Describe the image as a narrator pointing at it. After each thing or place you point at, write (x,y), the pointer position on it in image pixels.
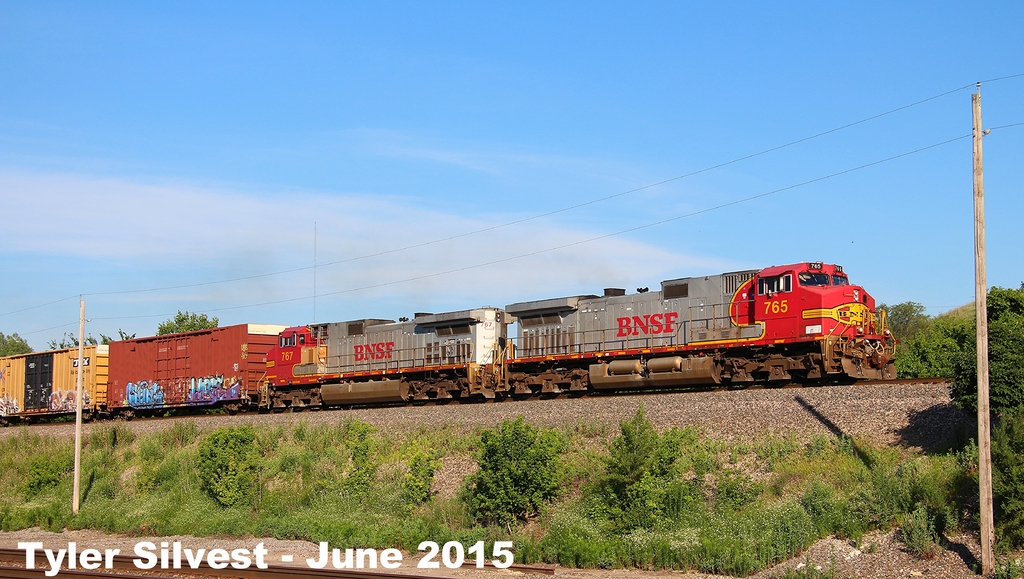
In this image there is a train (537,334) on the rail track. There are poles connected with wires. There are plants (535,491) on the land (801,417) having rocks (778,408). Background (892,319) there are trees (994,322). Top of the image (418,150) there is sky (341,165).
